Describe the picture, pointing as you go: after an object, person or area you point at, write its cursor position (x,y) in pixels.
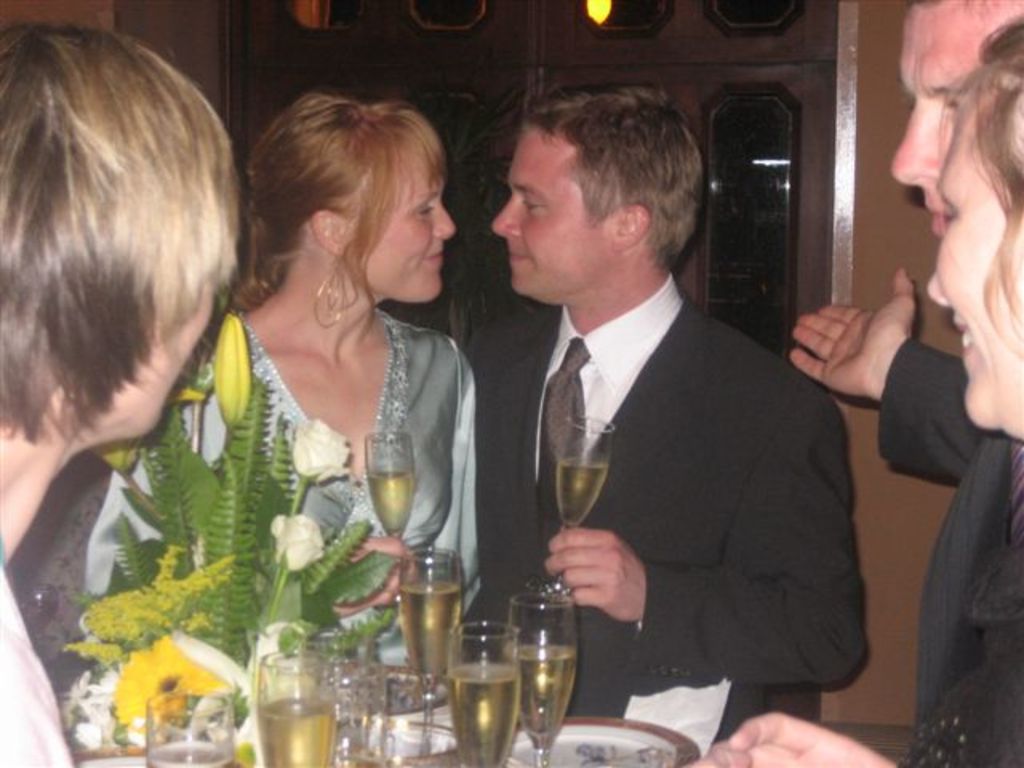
In this picture we can see few persons (692,505). Here we can see a man (598,330) and woman (385,322) looking into their eyes (531,208) and these are drinking glasses (418,722) in their hands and on the table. this is a flower vase (293,613). This is a plate (636,732) and a tissue paper (673,701).
